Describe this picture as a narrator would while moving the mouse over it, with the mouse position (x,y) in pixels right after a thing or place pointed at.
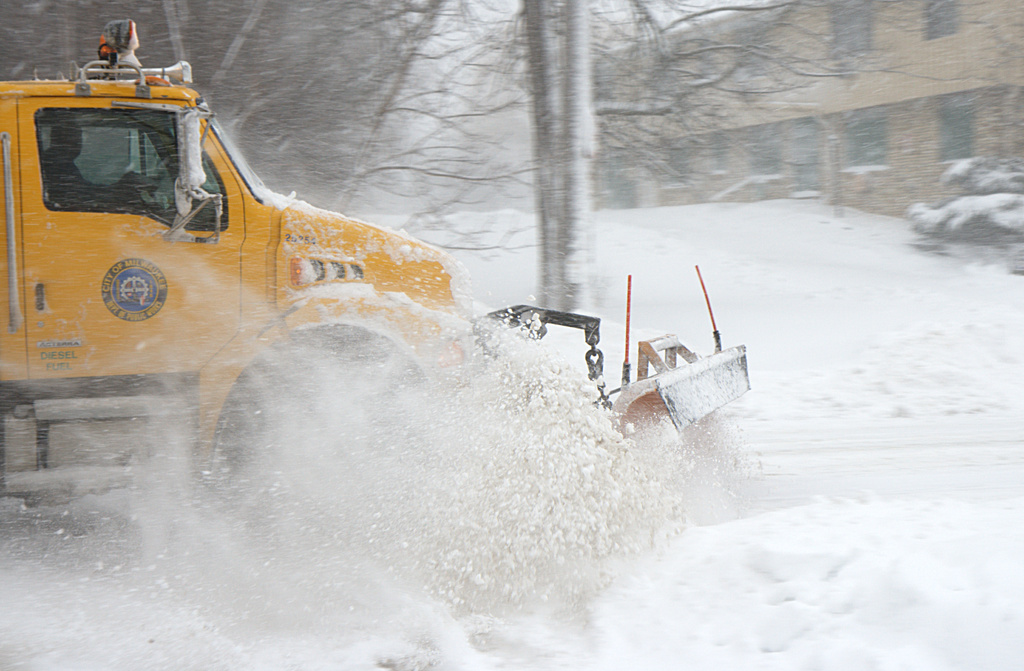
In this image on the left side (104,166) there is one vehicle (143,237) in the vehicle (104,191) there is one person (104,174) sitting, and at the bottom (243,587) there is snow (876,438). And in the background (840,89) there are buildings (947,126) and trees (611,115), and the buildings (926,185) and trees (776,91) are covered with snow (923,205). On the right side (1008,178) there are some plants (974,248).
